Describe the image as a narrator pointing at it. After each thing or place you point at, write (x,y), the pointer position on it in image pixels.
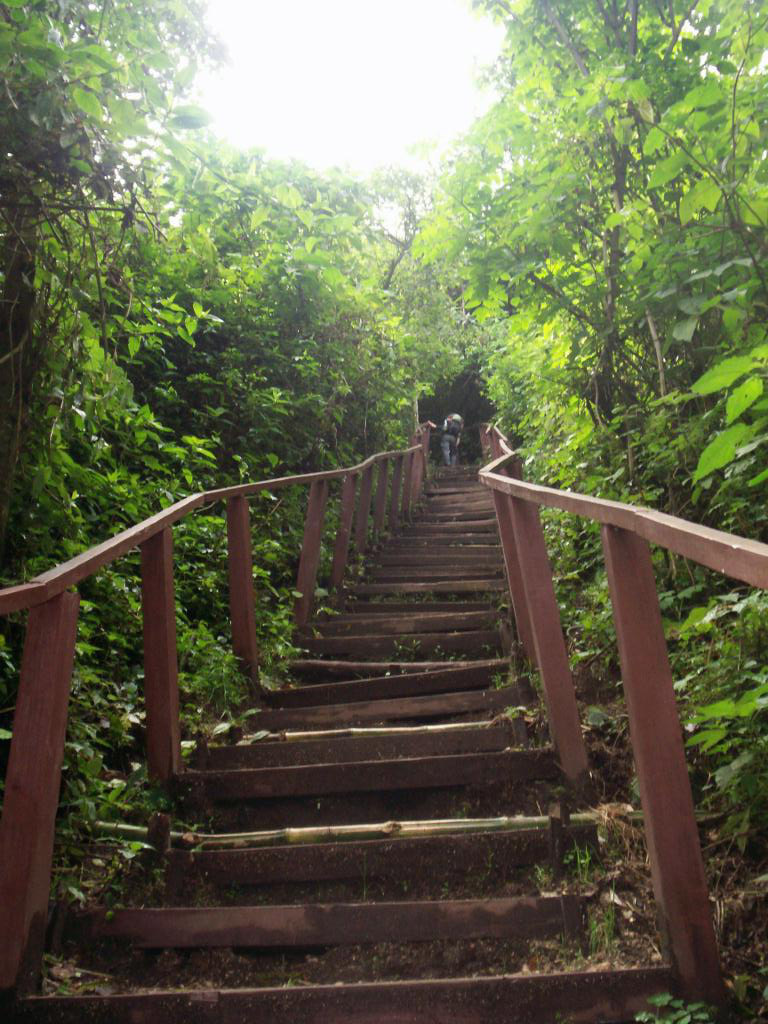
In this image we can see stairs (451,685) and a person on the stairs (464,572), trees (505,371) on both side of the image and sky (377,58) in the background (454,97).
